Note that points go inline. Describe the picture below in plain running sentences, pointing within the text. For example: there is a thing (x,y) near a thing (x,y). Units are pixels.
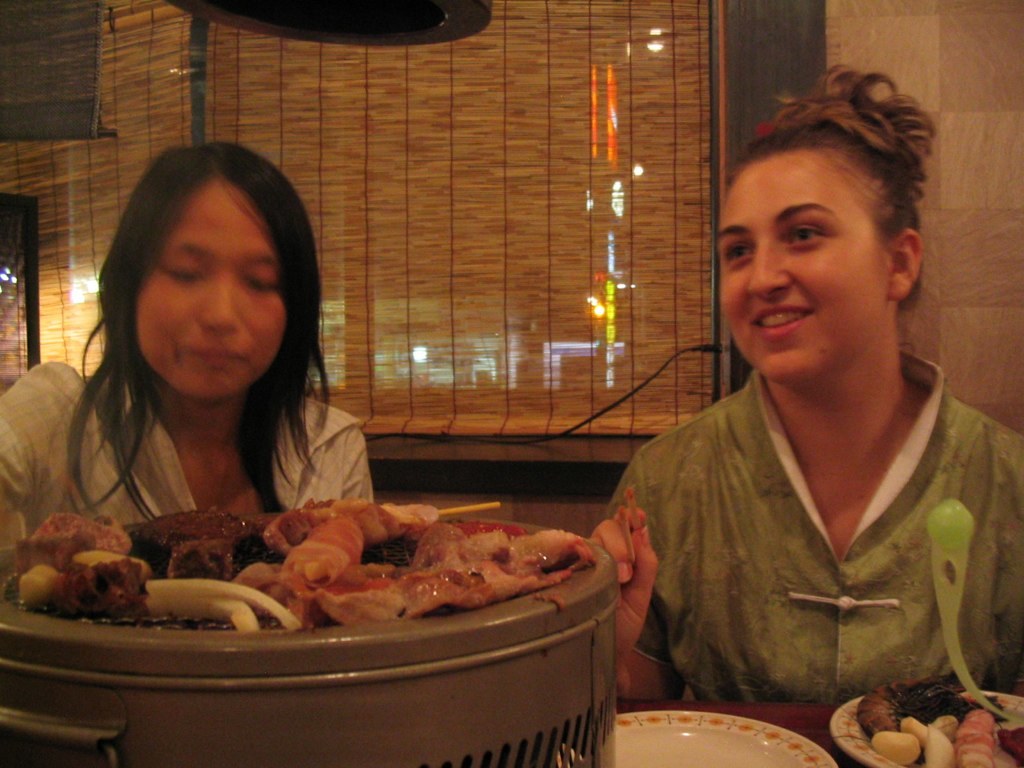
In this picture I can see food items (479,529) on an object (111,740) and on the plate (870,739), there is a plate (632,716) on the table (792,725), there are two persons (827,395) sitting, and in the background (536,268) there are lights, window shutter (652,53) and a wall (919,87).
